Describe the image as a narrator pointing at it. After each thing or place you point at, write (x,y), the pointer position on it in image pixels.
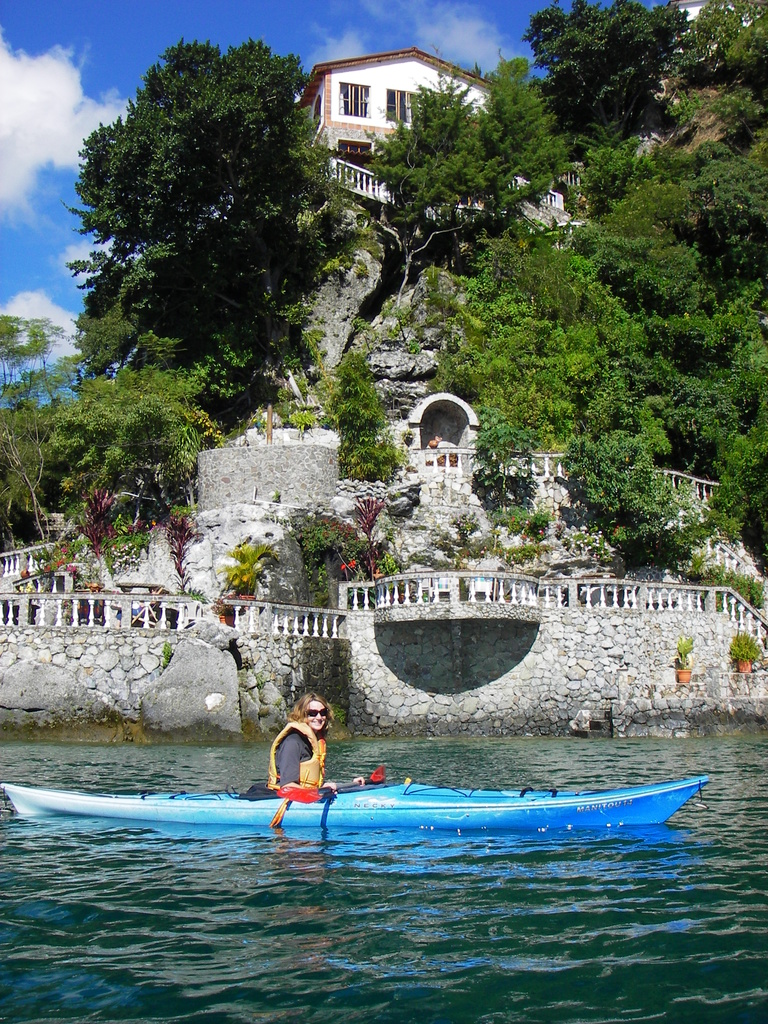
At the bottom of the image (322,910) there is water (505,913). There is a lady (301,711) sitting in a boat (283,806) wearing a jacket (318,756). In the background of the image (370,66) there is house (355,63). There are trees (560,268). There are railings (370,587). There are flower plants (495,546). At the top of the image (193,35) there is sky (159,36).
